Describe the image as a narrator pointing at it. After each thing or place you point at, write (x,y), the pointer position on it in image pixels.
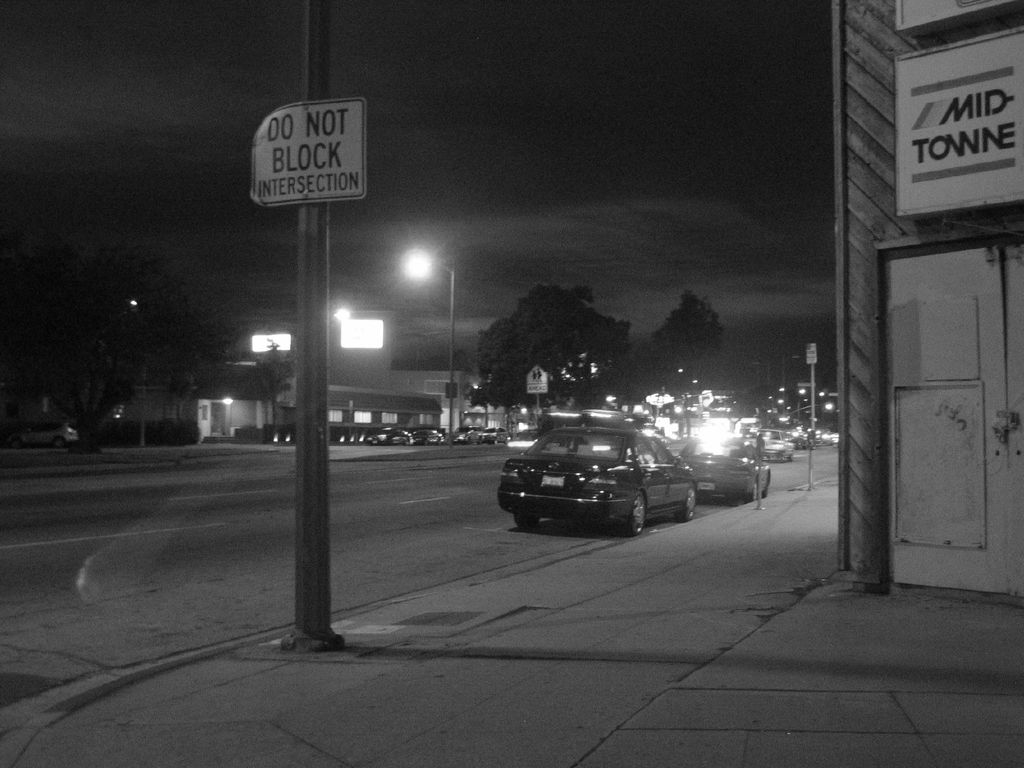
This image is taken outdoors. This image is a black and white image. At the bottom of the image (587,659) there is a sidewalk (503,679). At the top of the image (585,181) there is the sky (614,219) with clouds (690,223). In the background (572,299) there are a few trees (217,331). There is a house (369,365) and there are a few lights (362,332). Many vehicles (471,436) are parked on the road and a few are moving on the road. There is a signboard (535,373). In the middle of the image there is a pole (324,417) and there is a board (323,146) with a text (307,176) on it. On the right side of the image (903,137) there is a building (853,256) with a wall (852,358), a door (928,389) and there is a board (950,113) with a text (973,99) on it.
